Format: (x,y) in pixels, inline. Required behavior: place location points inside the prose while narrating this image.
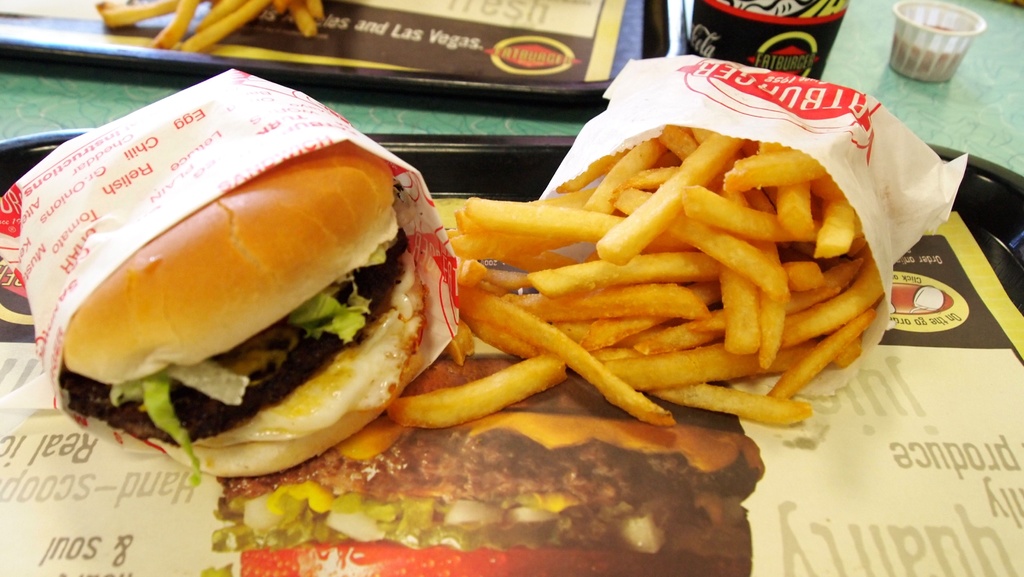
In this picture we can see a table (944,95), there are two trays (491,57) and a cup (740,7) present on the table (470,119), we can see a burger (256,278) and french fries (700,265) in this tray (799,454), there is some text (86,451) on the tray (883,525).
